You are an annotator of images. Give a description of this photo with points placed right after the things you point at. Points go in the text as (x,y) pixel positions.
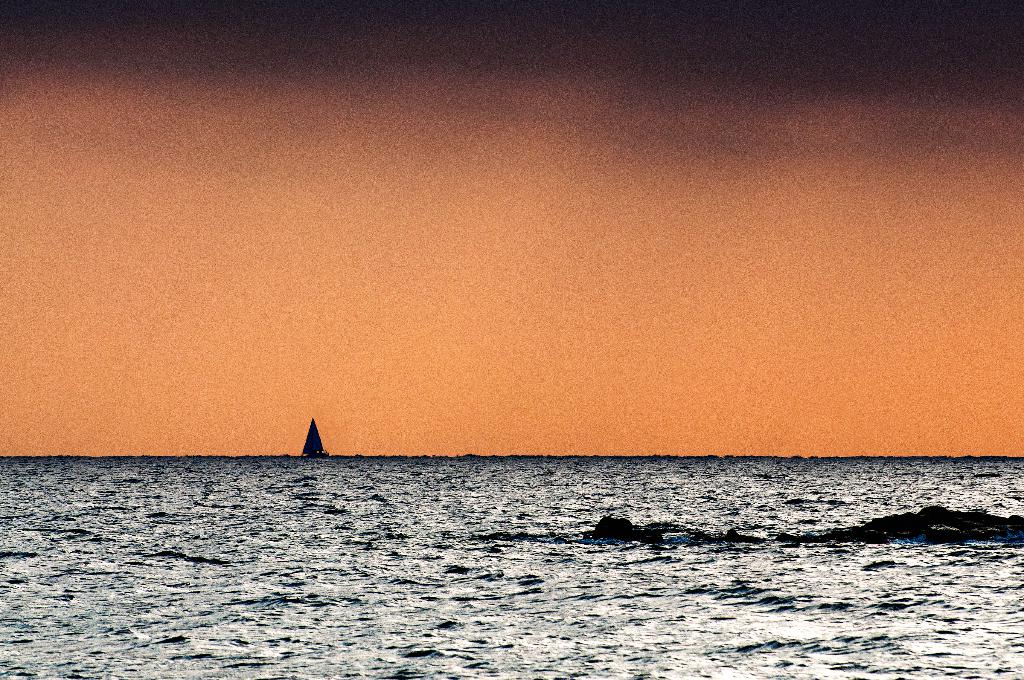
In this image, we can see a boat (313,453) and sea (468,567). Background (723,250) there is a sky (453,289).
